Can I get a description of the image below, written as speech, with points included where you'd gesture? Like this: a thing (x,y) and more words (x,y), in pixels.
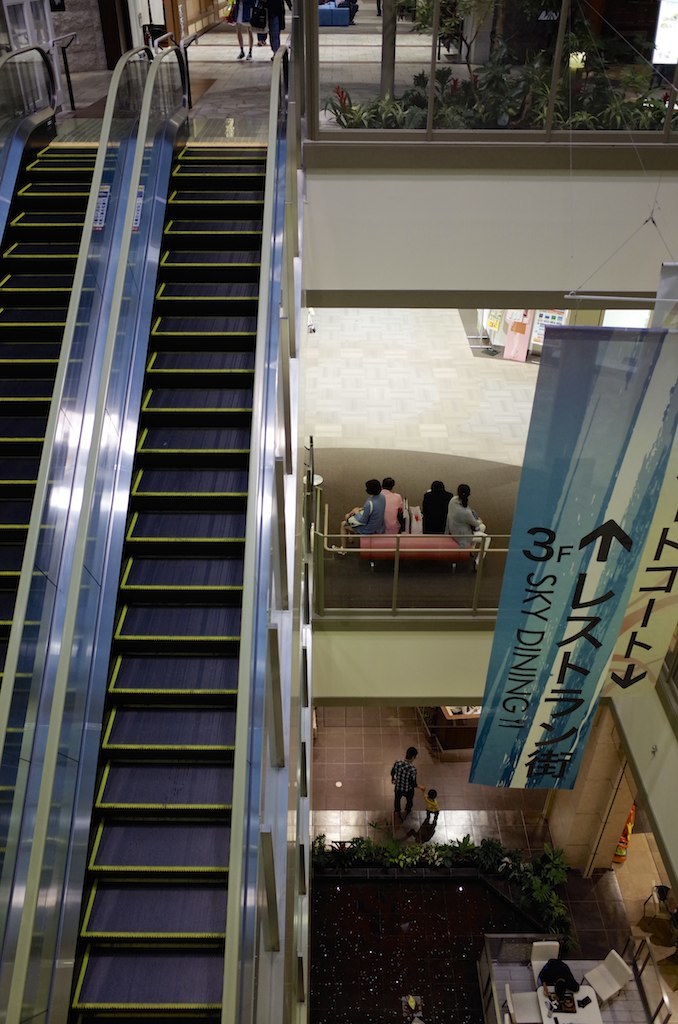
In the foreground of this image (214,388), on the left (217,159), there are escalators (219,377). At the top (447,79), there are few plants (471,87) behind the railing (294,31). On the right (516,753), there are banners (572,684), few people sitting on the couch (385,555), plants (465,840), two people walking on the floor (454,767), chairs (523,1002), table (581,1013) on which, there are few objects (572,1006).
